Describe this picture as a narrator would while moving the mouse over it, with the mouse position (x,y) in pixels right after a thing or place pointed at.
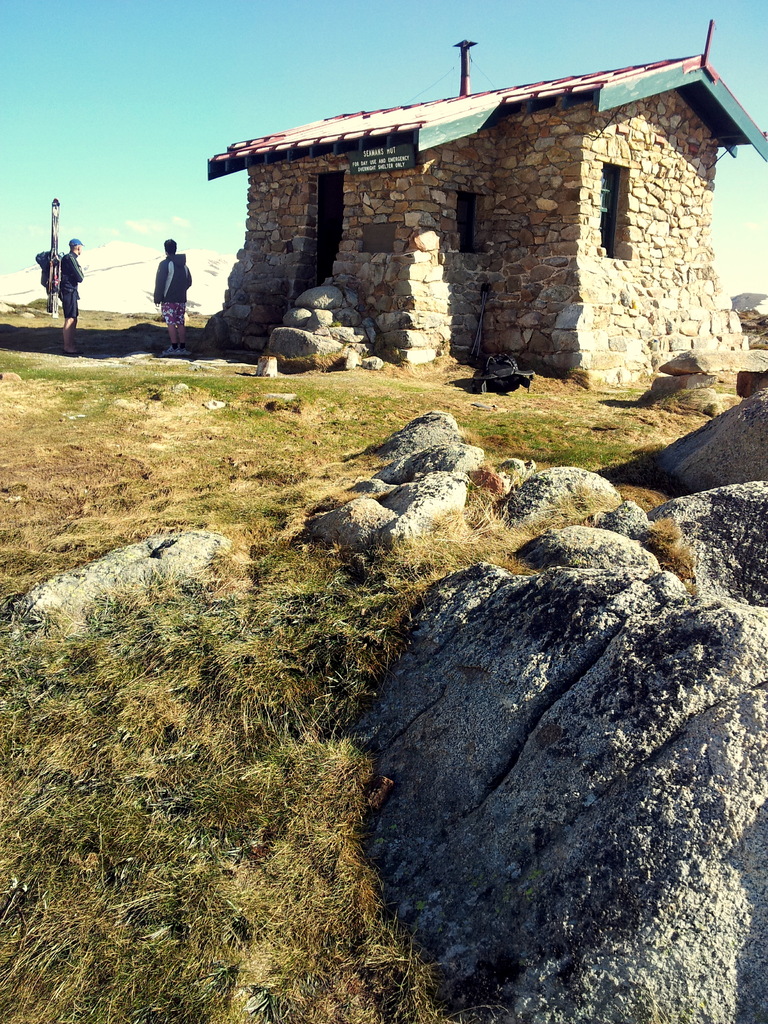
In this image I can see the grass (259,711) and the rock (561,688). To the side I can see the house (436,230) with windows (464,232). I can also see the board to the house (255,215). To the left (72,294) there are two people (168,309) standing. In the background (235,110) I can see the blue sky (270,94).
